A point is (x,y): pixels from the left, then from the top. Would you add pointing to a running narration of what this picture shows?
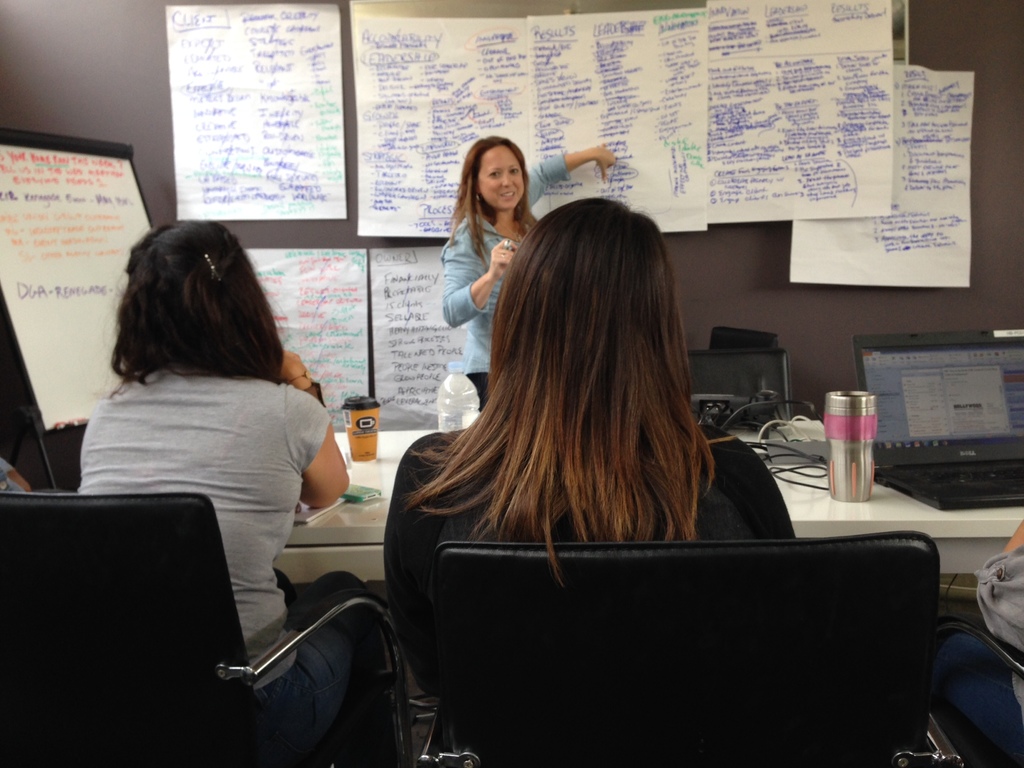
In this picture I can see 2 women (553,328) and a person (1022,524) sitting on chairs (490,602) in front (251,508) and in front of them I can see a table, on which there is a bottle (442,412), a cup (355,443), a laptop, few wires (731,413) and other things (820,438). In the background (499,145) I can see a woman (489,268) standing and I can see the wall (152,39) on which there are number of papers (444,156) and I see something is written. I can also see a board (75,233) on the left side of this image (79,224) and I see something is written on it.
